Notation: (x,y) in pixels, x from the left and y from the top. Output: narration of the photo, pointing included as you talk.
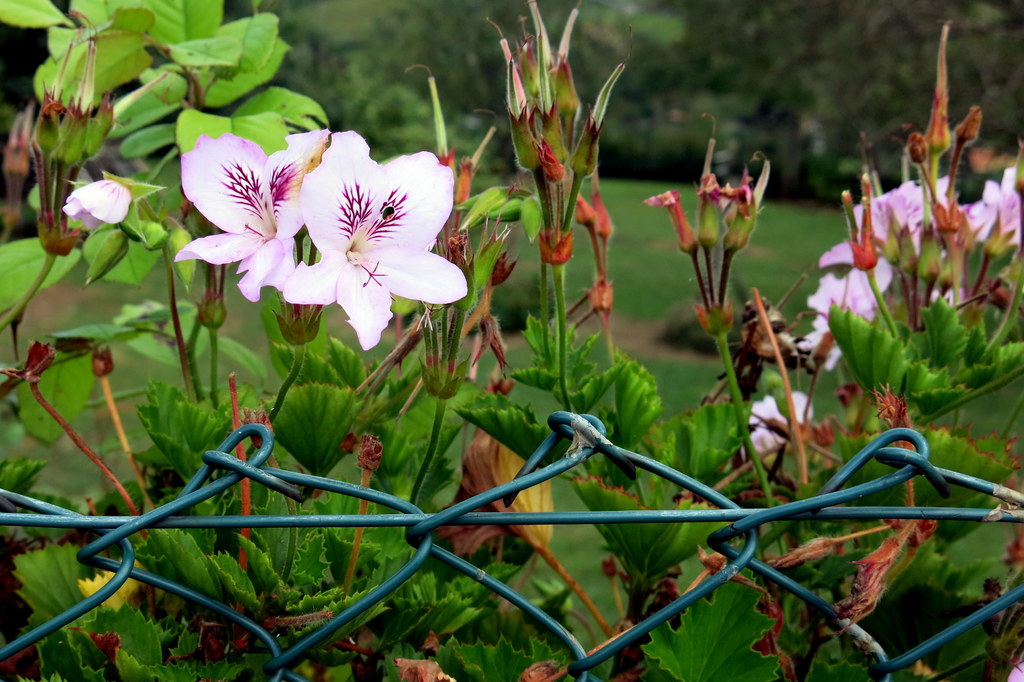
In the foreground of this image (416,557), there is fencing (438,524) and behind it, there are flowers (978,216) and buds (939,140) to the plants (444,397). In the background (654,232), there is grassland (659,242) and trees (705,63).
